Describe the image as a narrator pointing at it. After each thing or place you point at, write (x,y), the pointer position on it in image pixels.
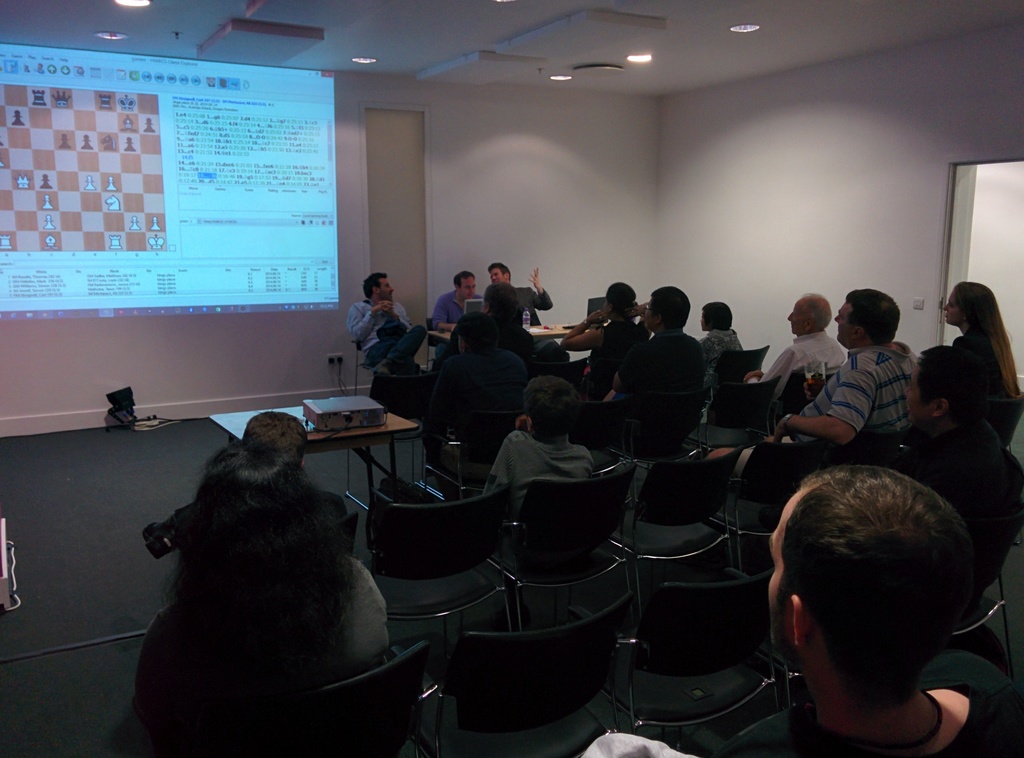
In this picture we can see a group of people (550,410) sitting on chairs (764,635) and a table (374,431) with a device (367,397) on it and in the background (200,357) we can see the lights (748,27), walls (672,226), screen (335,194), bottle (527,314), cables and some objects (407,493).
